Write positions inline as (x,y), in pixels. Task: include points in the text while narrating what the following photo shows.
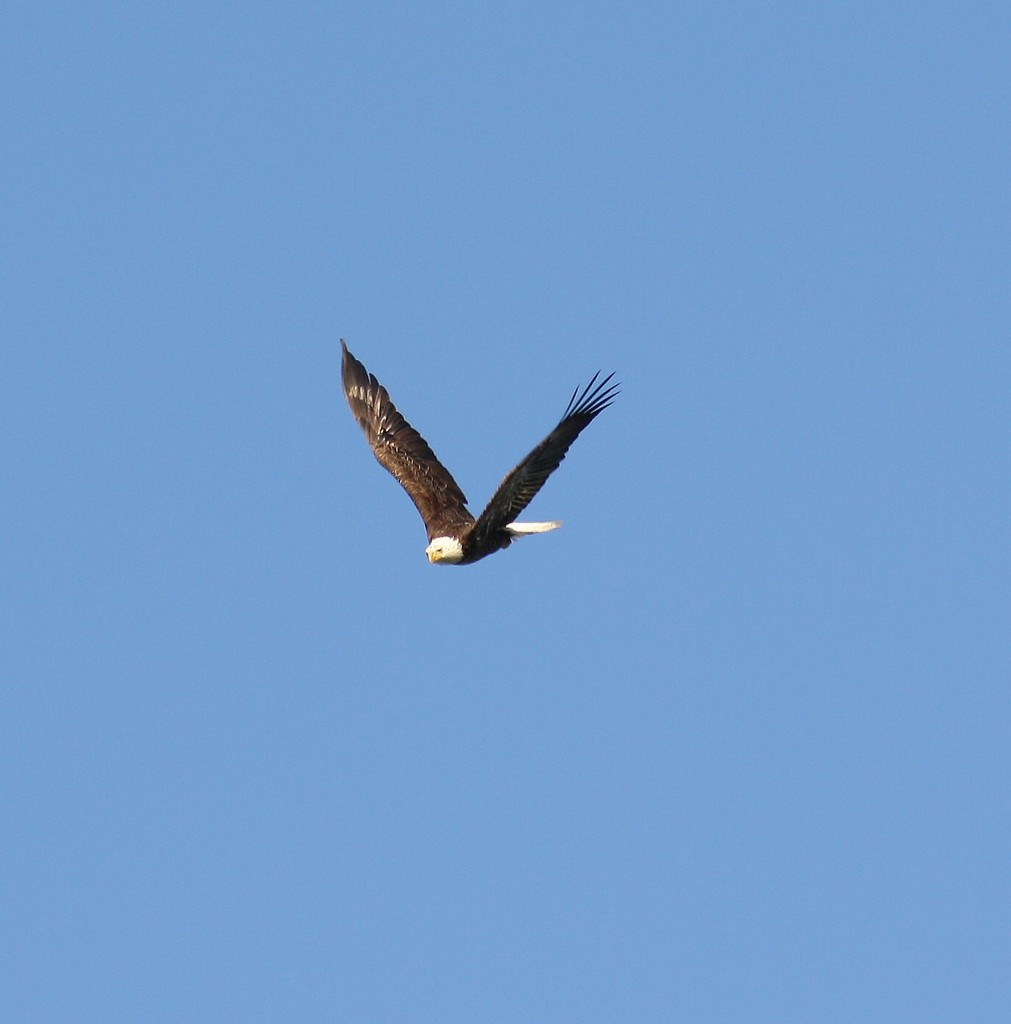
In this image there is a bird (447,481) flying in the sky (456,481), the background of the image (267,393) is blue in color.
